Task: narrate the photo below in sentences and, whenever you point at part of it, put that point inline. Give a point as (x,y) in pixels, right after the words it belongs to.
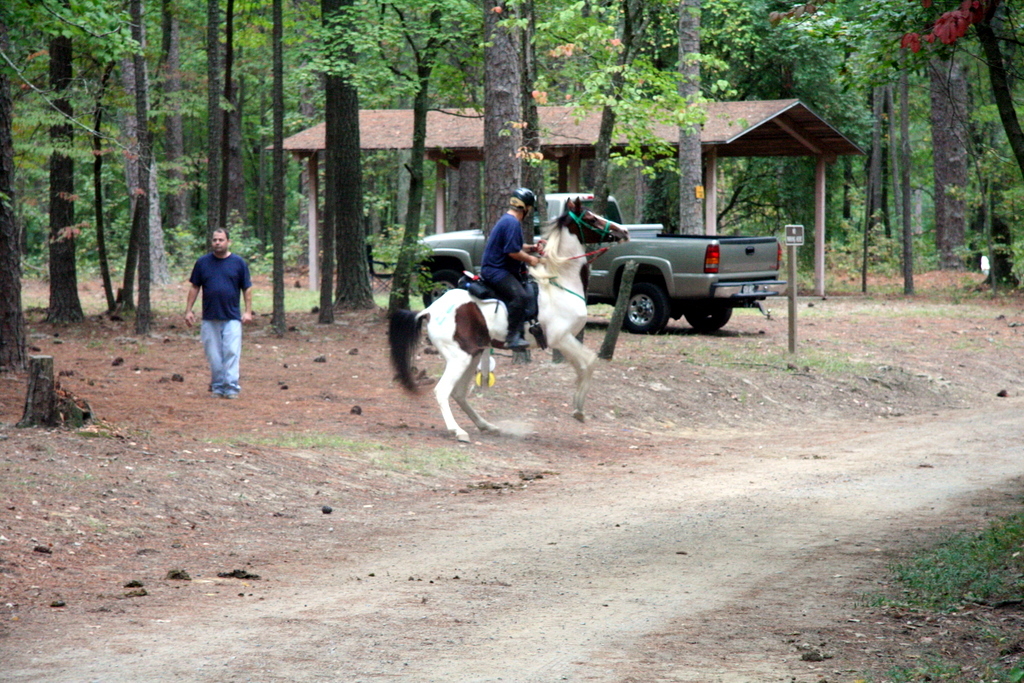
In this image we can see a person (513,245) riding on the white horse (560,275), and a person (215,350) is walking. There is a vehicle (756,297) parked, and we can see a wooden hut (627,144), and some trees (537,95).
